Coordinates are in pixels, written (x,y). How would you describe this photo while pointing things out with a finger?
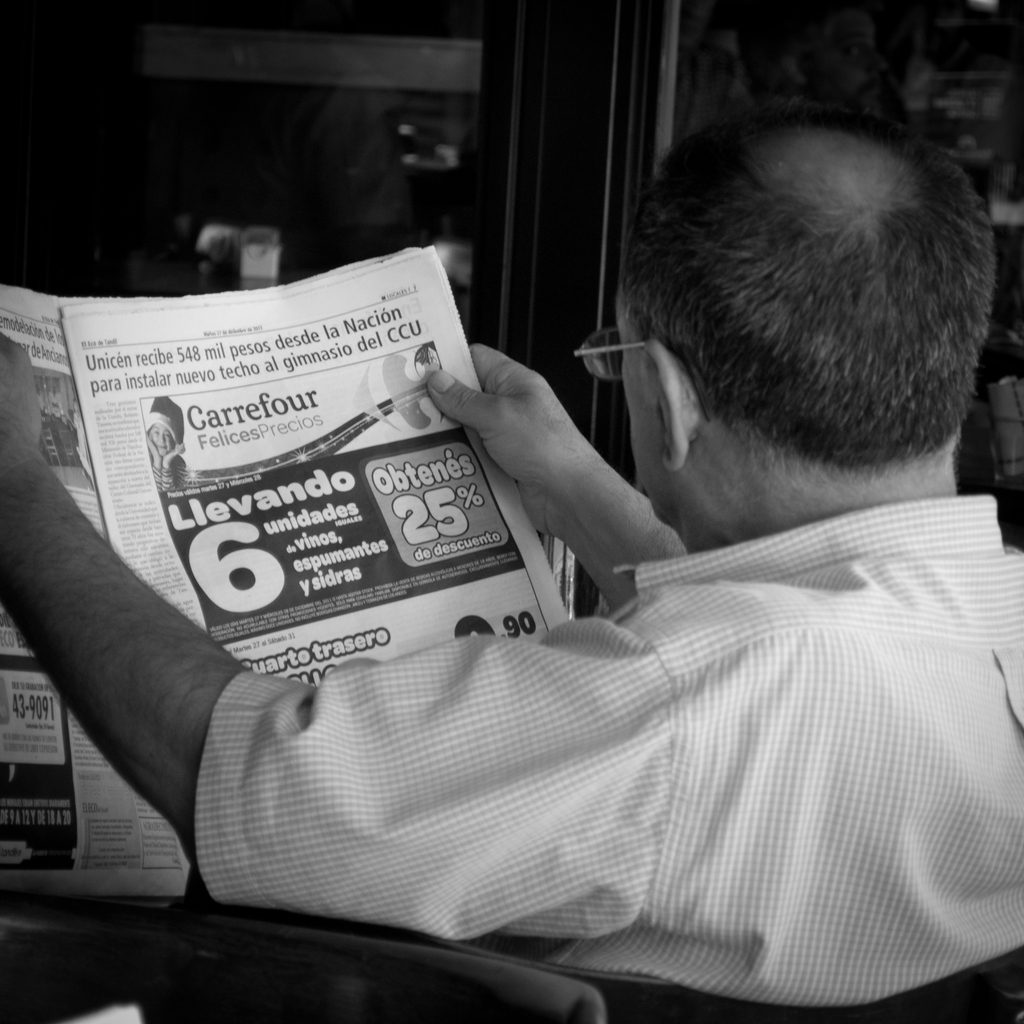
In this image we can see a person (5,443) holding a newspaper (415,527) and sitting on the chair (374,999).
